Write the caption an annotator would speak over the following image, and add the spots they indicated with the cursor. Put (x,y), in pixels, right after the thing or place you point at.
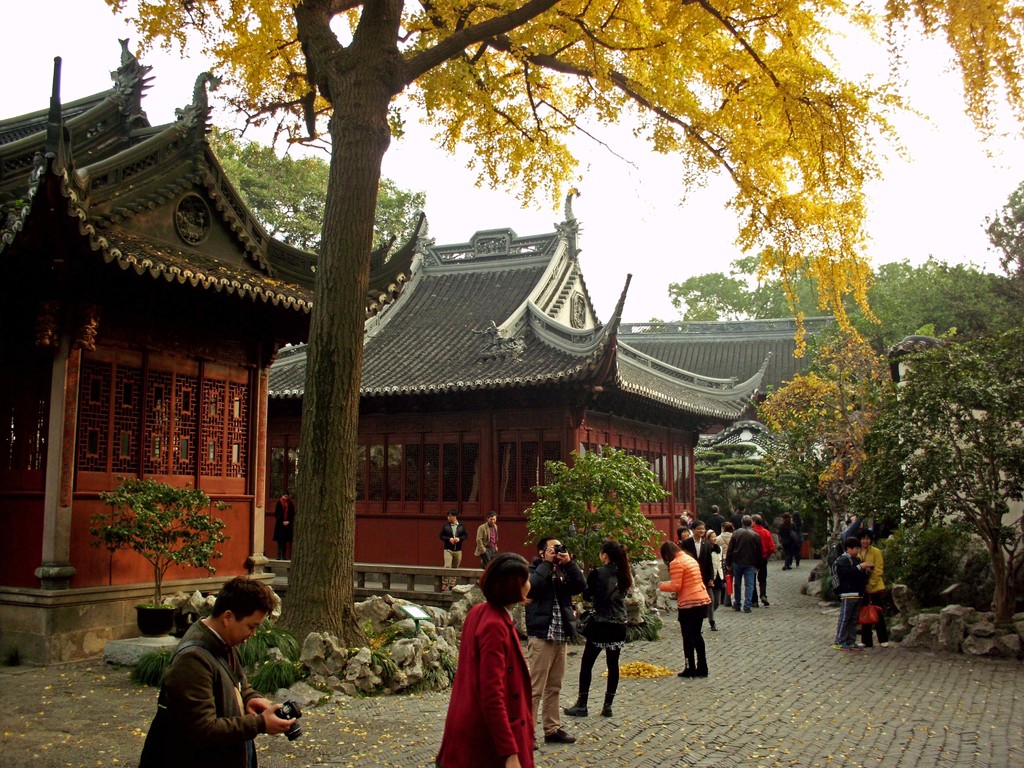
In the left side (266,721) a man (266,721) is standing by holding a camera (295,704), these are the houses (606,399) which are in red color and in the middle (344,459) it is a big tree (605,111), few other people (529,629) are standing at here.
